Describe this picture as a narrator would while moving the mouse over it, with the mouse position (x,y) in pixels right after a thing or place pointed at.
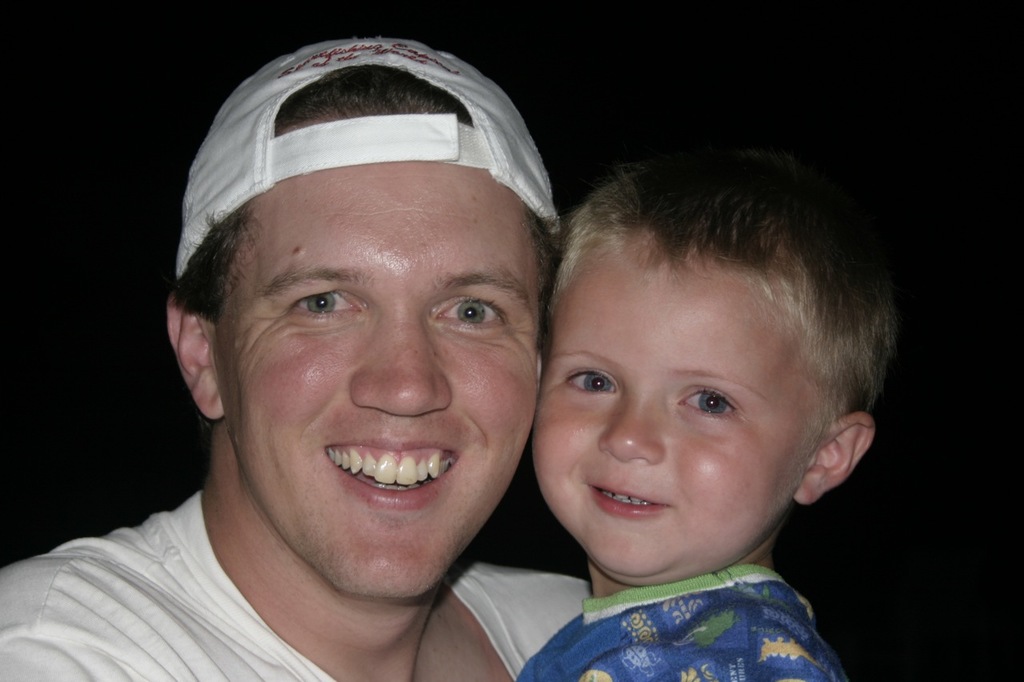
In this image we can see a man (226,483) and a boy (618,432). Man (387,445) is wearing white color t-shirt (191,573) with cap (333,130) and boy (646,602) is wearing blue color t-shirt (657,647).
